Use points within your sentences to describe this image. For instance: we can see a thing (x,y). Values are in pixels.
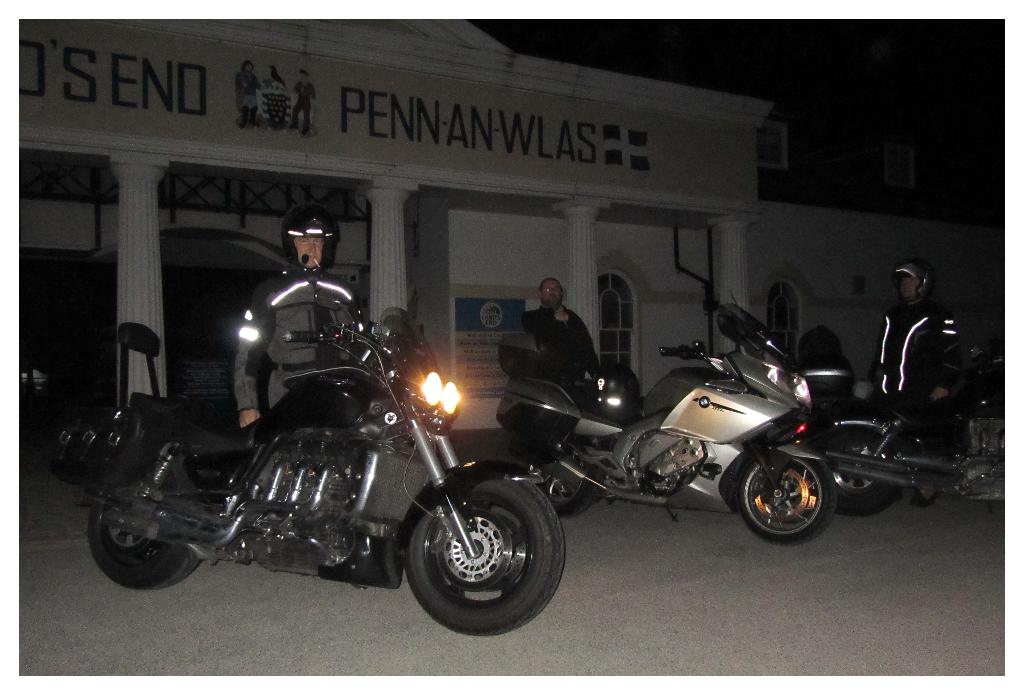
In this image there are bikes (678,442) and there are persons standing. In the background (481,242) there are buildings (698,179) and there are pillars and on the top of the pillars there is some text (464,134) written.
